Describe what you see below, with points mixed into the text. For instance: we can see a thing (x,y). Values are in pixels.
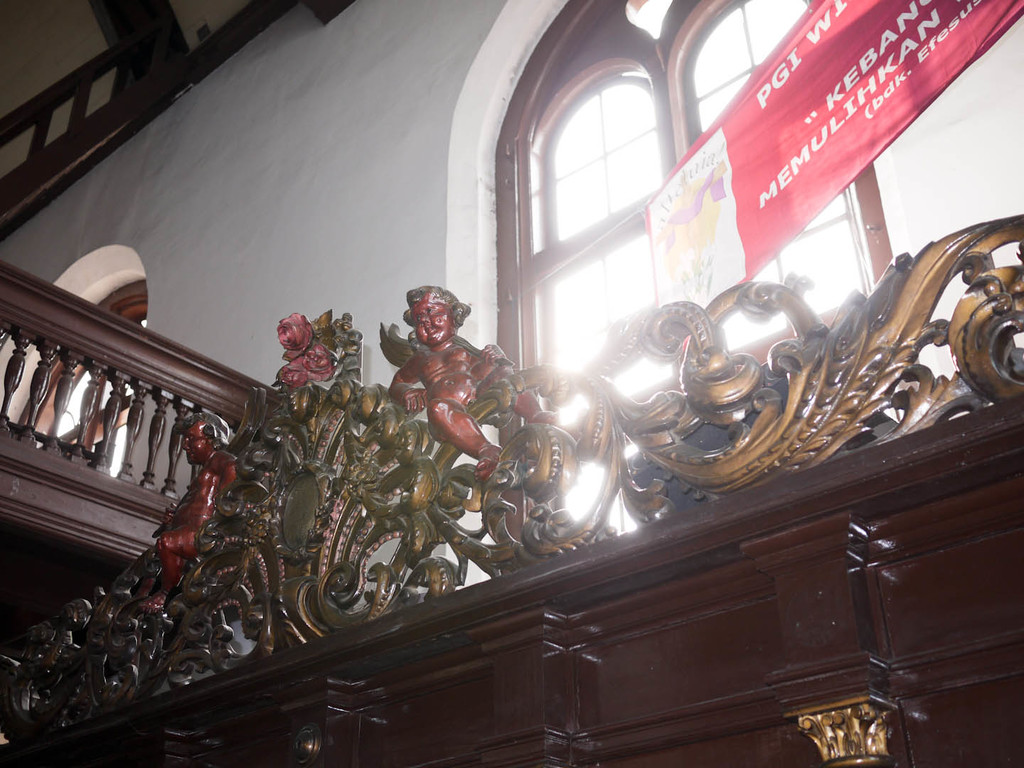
In this picture, there are cabinets (496,597) at the bottom (460,661). On the cabinets (459,706), there are statues (445,424). On the top (520,154), there is a window (572,110), stairs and a banner (752,154).
